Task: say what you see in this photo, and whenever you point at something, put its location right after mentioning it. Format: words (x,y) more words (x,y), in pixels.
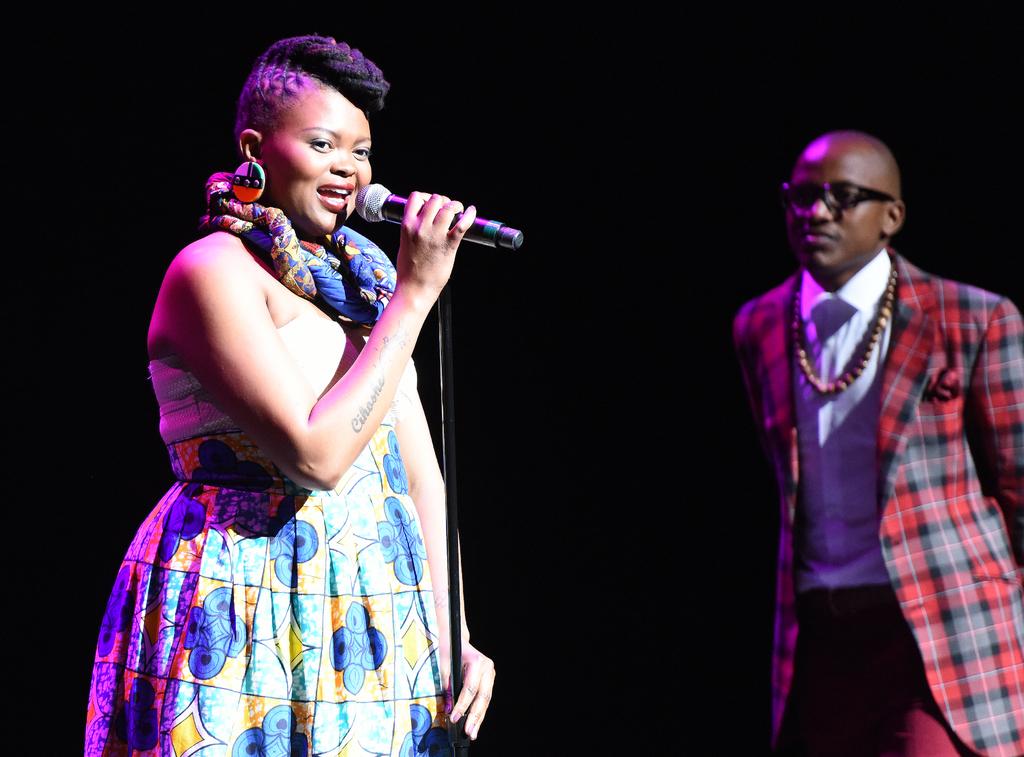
In this image we can see a man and a woman (428,492) standing. In that a woman (391,348) is holding a mic (464,232) with a stand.
